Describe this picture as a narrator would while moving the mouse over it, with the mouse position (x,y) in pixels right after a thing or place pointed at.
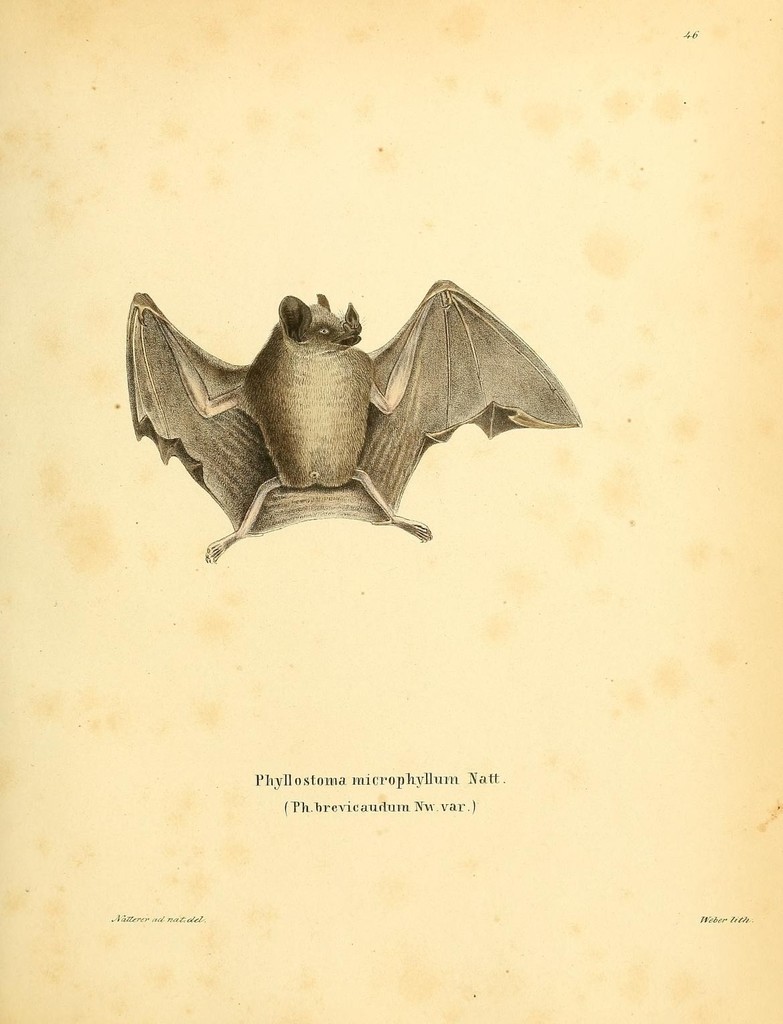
In this picture I can see a painting (259,273) and there is a bat (301,447) here and there is something written at the bottom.
